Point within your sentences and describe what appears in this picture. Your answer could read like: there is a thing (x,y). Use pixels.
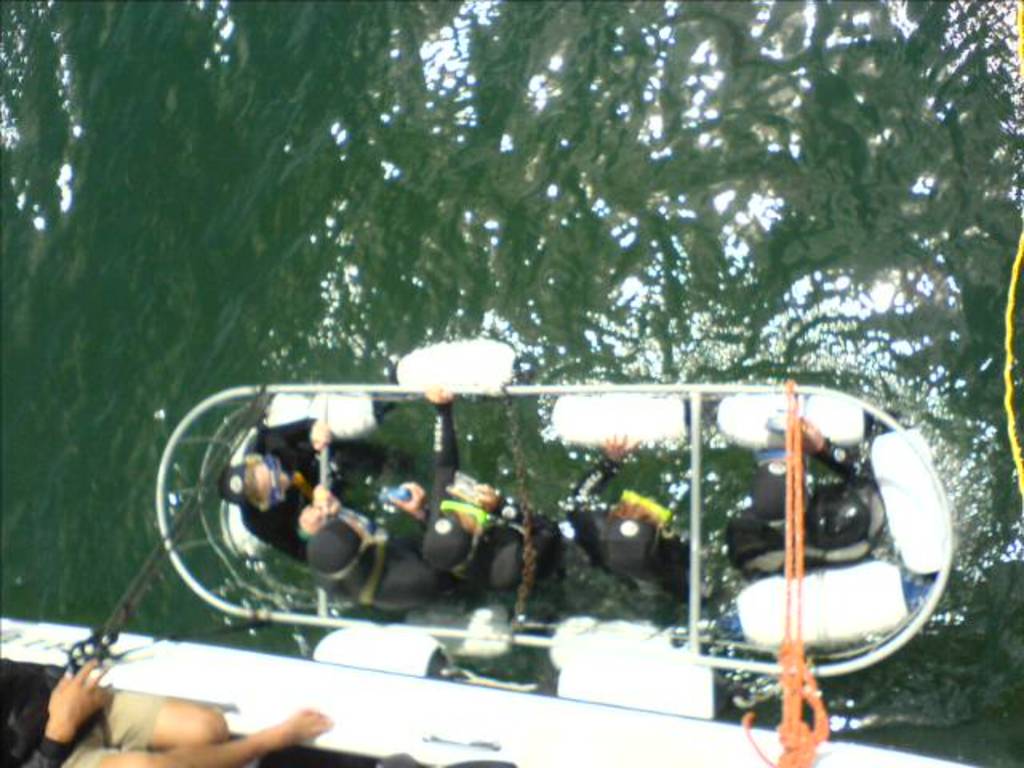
In this image I can see a white colored ship (489,740) and a person (123,716) in it. I can see a metal object (282,614) in the water (290,593) and in it I can see few persons (298,478) wearing black colored dresses (582,500) and few white colored objects (471,380). I can see the metal object (327,621) is tied with the ropes (128,590) to the ship (767,748). I can see the water (565,239) which are green in color.
